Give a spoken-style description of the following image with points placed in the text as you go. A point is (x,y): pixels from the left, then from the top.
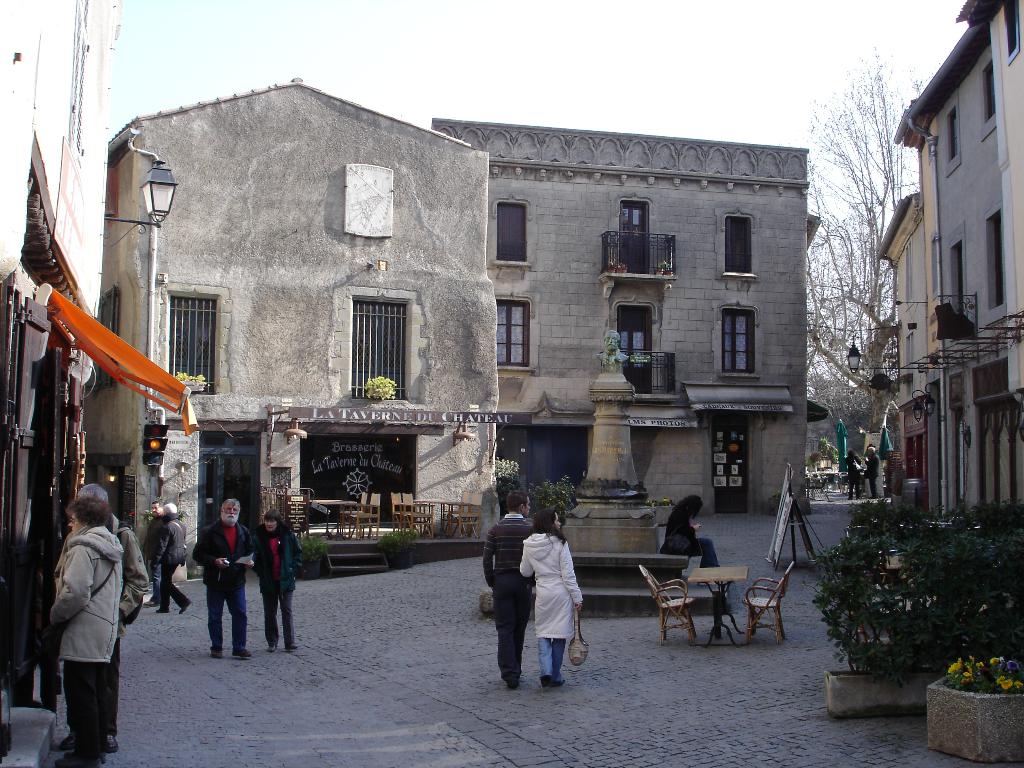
There are few people (179,540) here standing and walking and here a woman (689,527) is sitting. There is a table (714,597) and 2 chairs (762,614) here. On the right (933,579) there is a plant (897,605). And in the background (399,295) we can see buildings (586,213), window (508,246) and sky (810,137) and trees (867,351) and light (853,355).
